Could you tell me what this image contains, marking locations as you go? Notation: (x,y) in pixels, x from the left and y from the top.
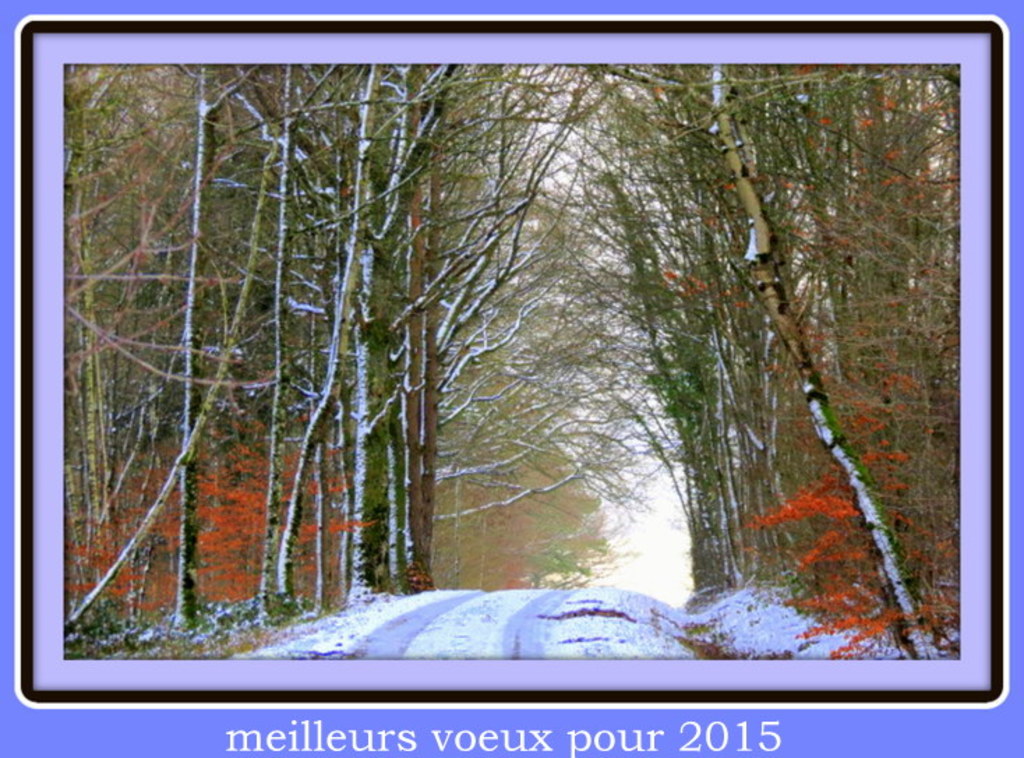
In this image there is a road (590,626) filled with snow (556,592) beside that there are so many trees (99,470).
